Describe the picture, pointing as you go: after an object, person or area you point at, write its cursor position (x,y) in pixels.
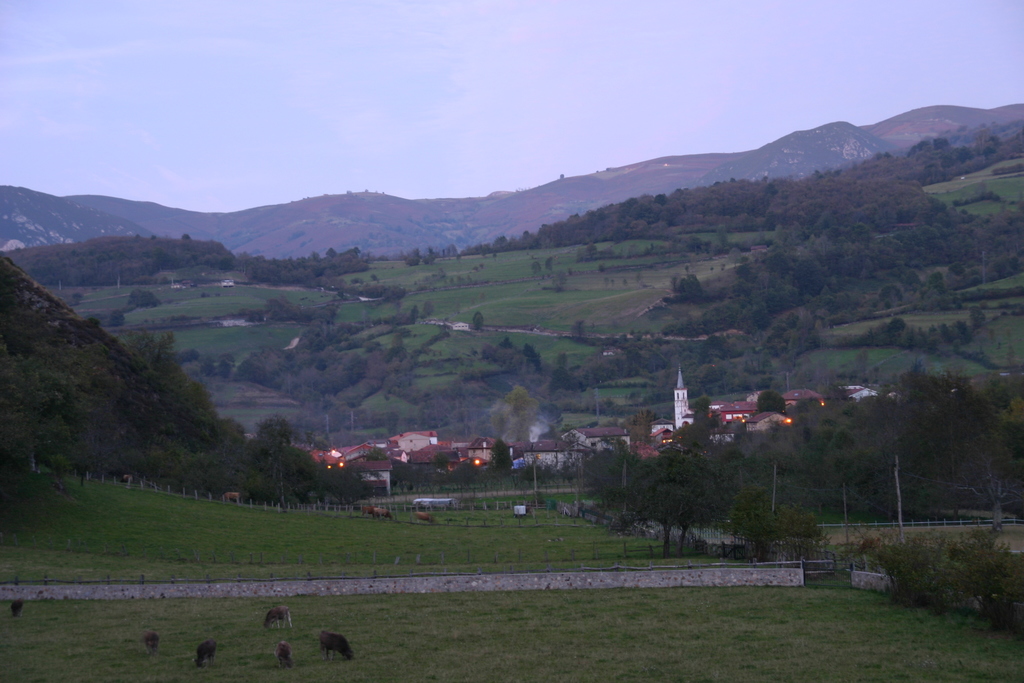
In the image we can see the mountains (490,223), trees (448,252) and grass (241,637). We can even see there are animals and houses (452,452). Here we can see the wall (538,573) and the sky (363,87).
